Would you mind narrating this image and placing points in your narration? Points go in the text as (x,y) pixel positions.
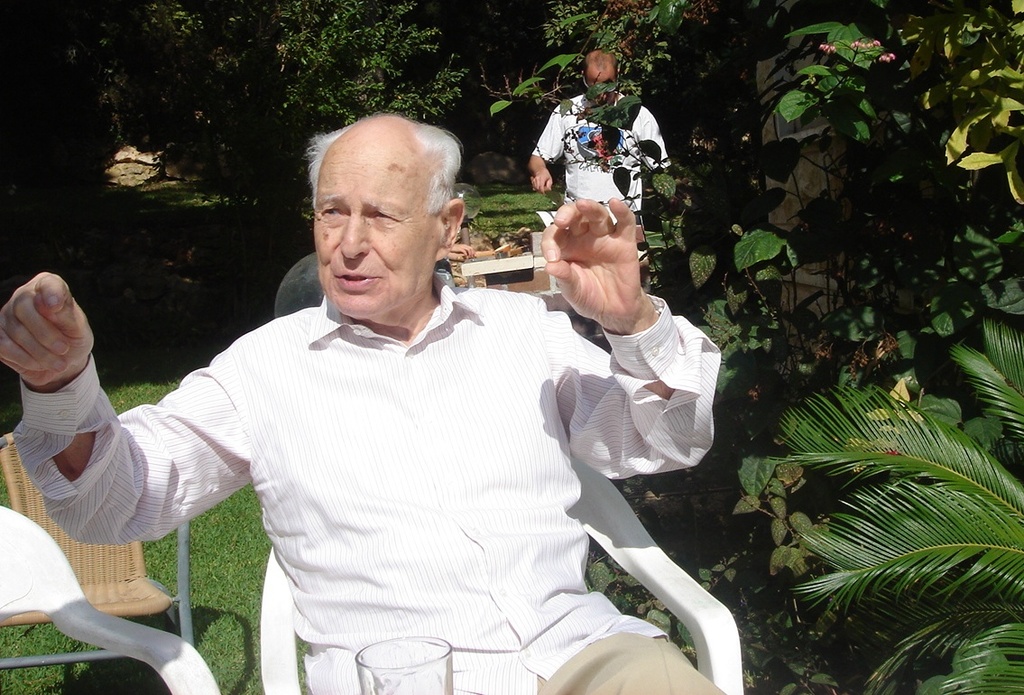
There is a man (393,386) sitting on a chair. In front of him there is a glass (365,647). Also there are chairs (116,578). On the right side (838,427) there are plants (846,401). In the back (651,177) there is another person (628,144), trees (490,95) and some other items (509,254). On the ground (513,220) there is grass (495,212).
